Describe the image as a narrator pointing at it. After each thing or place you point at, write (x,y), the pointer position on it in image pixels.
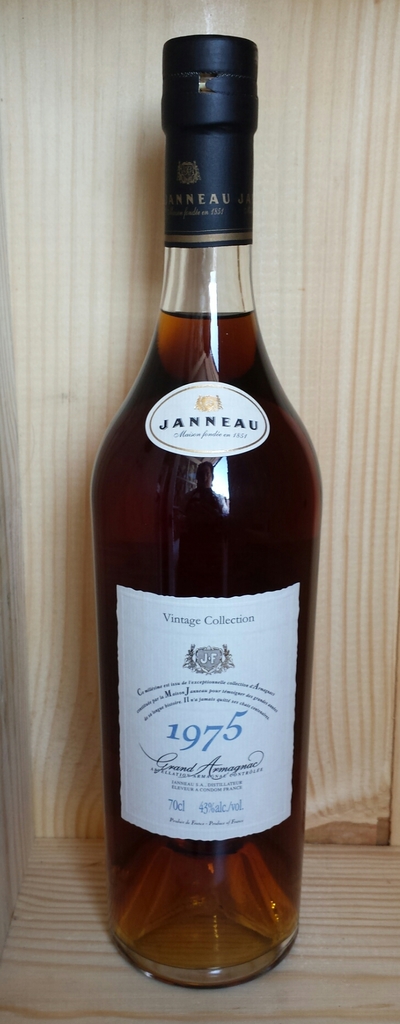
In this image there is a bottle (181,527) with black colour lid (210,106). On the bottle (222,783) there is a label (204,768) which we can read 1975 which is kept on the table (359,923).
